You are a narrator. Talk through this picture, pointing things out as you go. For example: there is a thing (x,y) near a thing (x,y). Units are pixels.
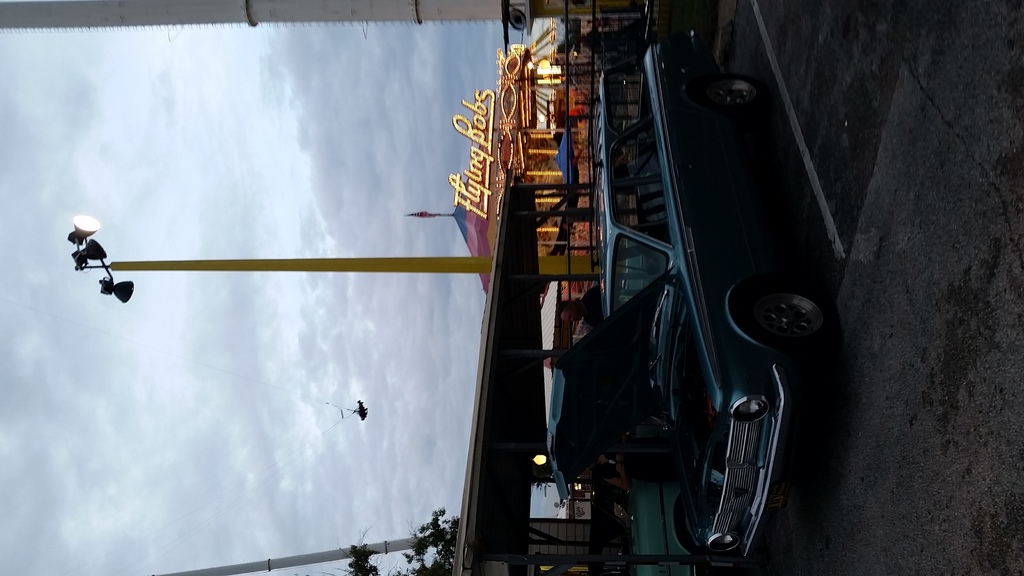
This image is in left direction. Here I can see a car (743,276) on the road (823,268). In the background (503,237) there are buildings (517,340) and poles (417,272). At the bottom (430,560) few leaves (427,546) are visible. On the left side (190,359), I can see the sky (230,431) and it is cloudy.
